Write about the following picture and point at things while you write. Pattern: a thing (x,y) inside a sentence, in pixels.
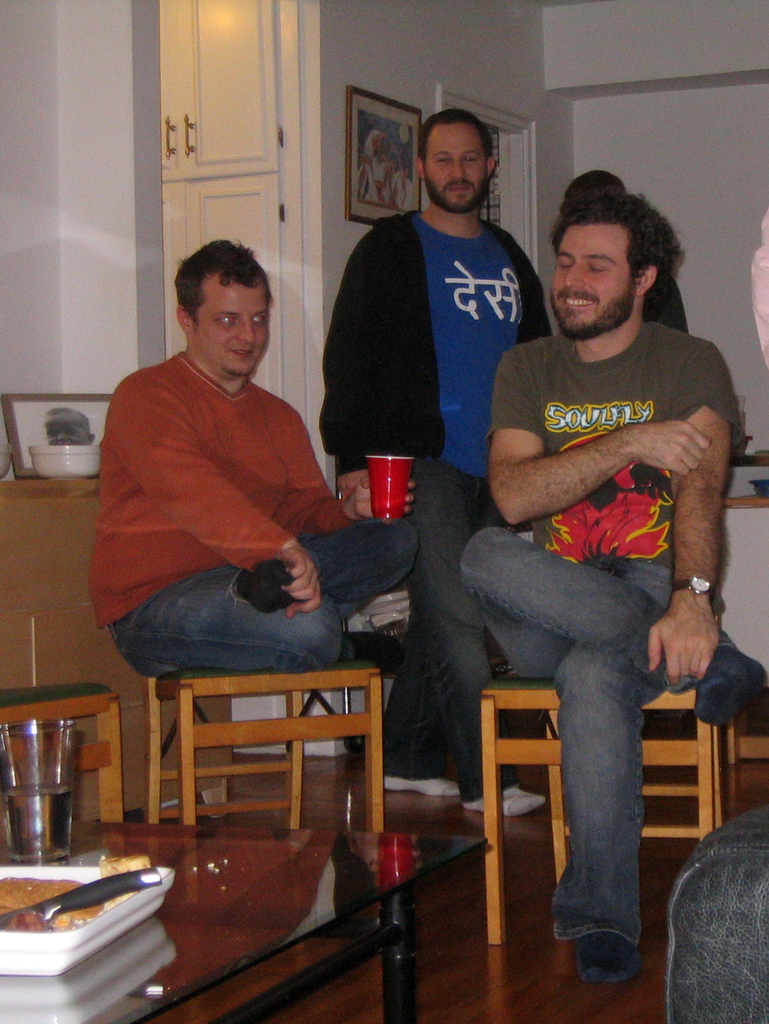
This picture is taken in a room (320,766). There are four persons (463,568), two men (667,532) sitting on chairs (337,687) and one man (436,119) is standing behind them. One man (292,662) towards the left (206,395), he is wearing a orange sweater (227,395) and holding a cup (399,504). A man (568,419) towards the right (604,368), he is wearing a green t shirt (578,382), behind them there is a man (491,323), he is wearing a blue t shirt (469,239) and black jacket (363,340). In the background (452,36) there is a wall (368,83) with a door (257,95). In the left bottom (141,830) there is a table (289,843), a glass (57,775), a knife (73,896), a plate (73,874) are placed on it.
